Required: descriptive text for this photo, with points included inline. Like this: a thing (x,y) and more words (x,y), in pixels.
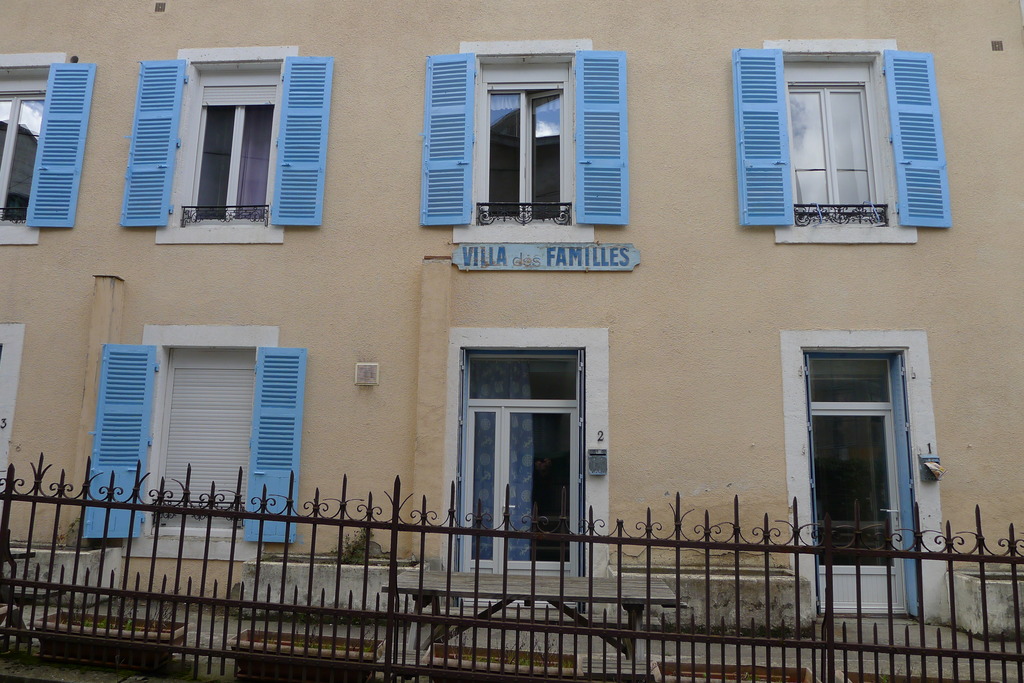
In this picture we can see iron grills (65,589) and flower pots (330,651). We can see glass objects (8,194), windows (244,184), some text (605,253), numbers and a few things (597,454) on the building (252,562).
